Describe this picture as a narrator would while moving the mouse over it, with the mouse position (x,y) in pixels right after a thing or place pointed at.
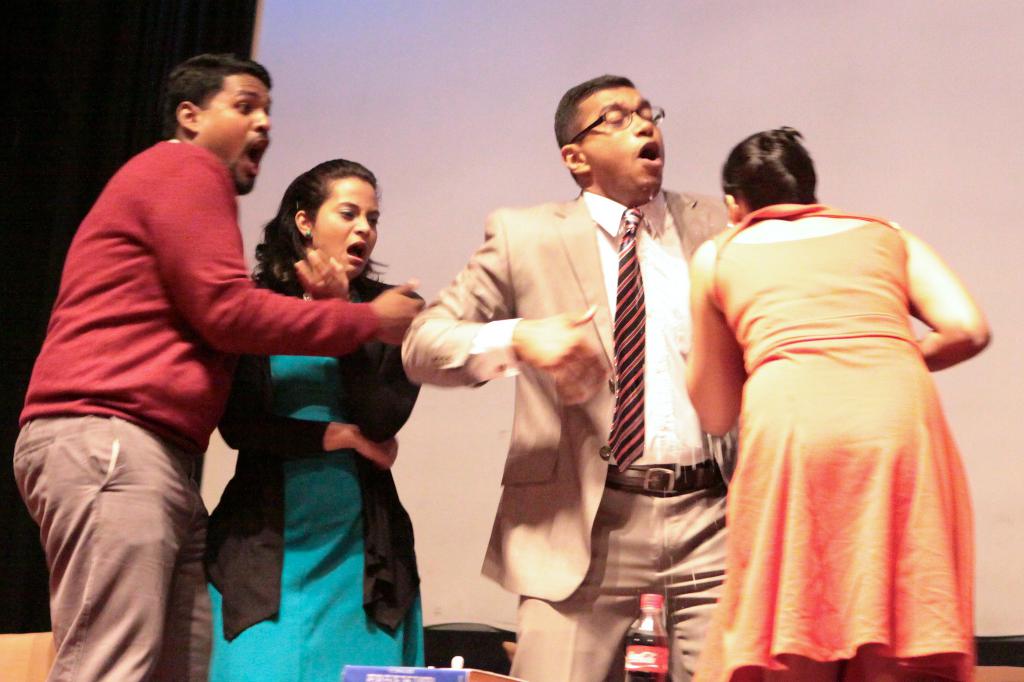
There are four persons (896,232) in different color dresses (381,393), standing. Three of them are getting excited. In the background (771,20), there is a white colored cloth (373,39).
